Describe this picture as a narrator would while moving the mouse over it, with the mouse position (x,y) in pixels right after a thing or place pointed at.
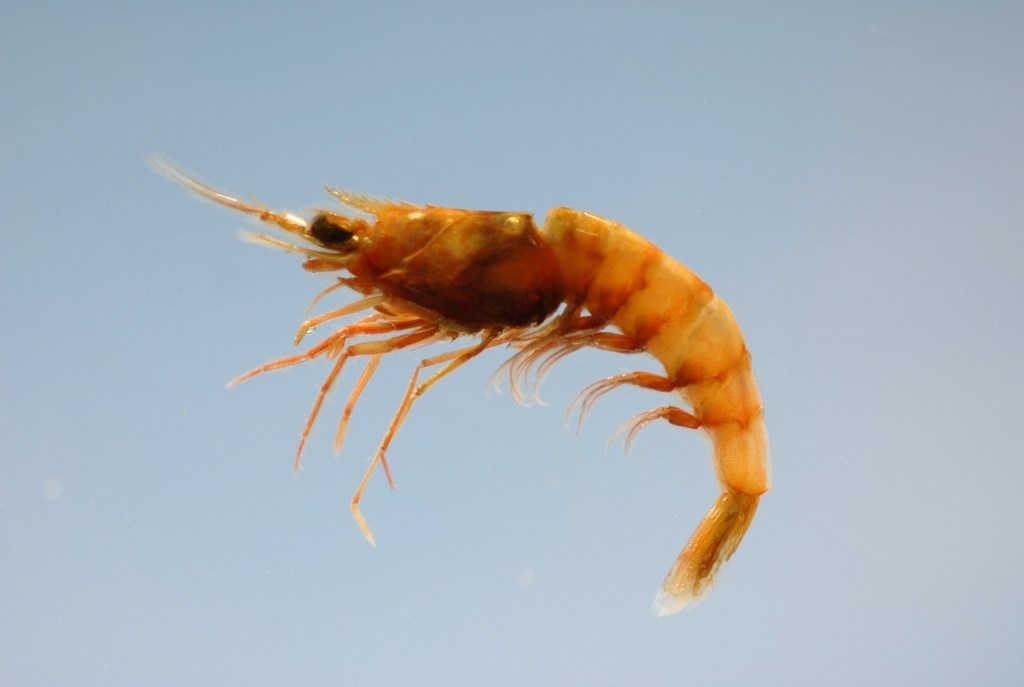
In the picture I can see an aquatic animal (546,347). The background of the image (149,388) is light blue in color.
